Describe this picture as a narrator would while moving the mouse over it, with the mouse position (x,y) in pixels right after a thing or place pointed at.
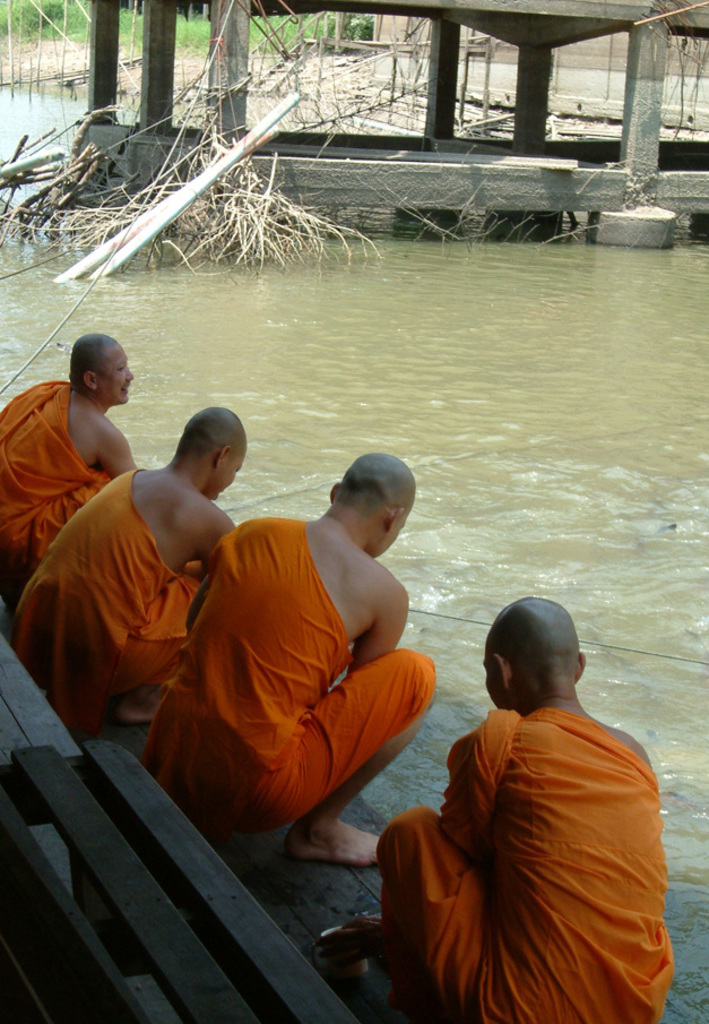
In the foreground (267,667) I can see benches (169,872) and four persons (290,730) in squat position. In the background (342,373) I can see water (348,363), buildings (444,148), bamboo sticks (365,92) and trees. This images is taken may be during a day.
